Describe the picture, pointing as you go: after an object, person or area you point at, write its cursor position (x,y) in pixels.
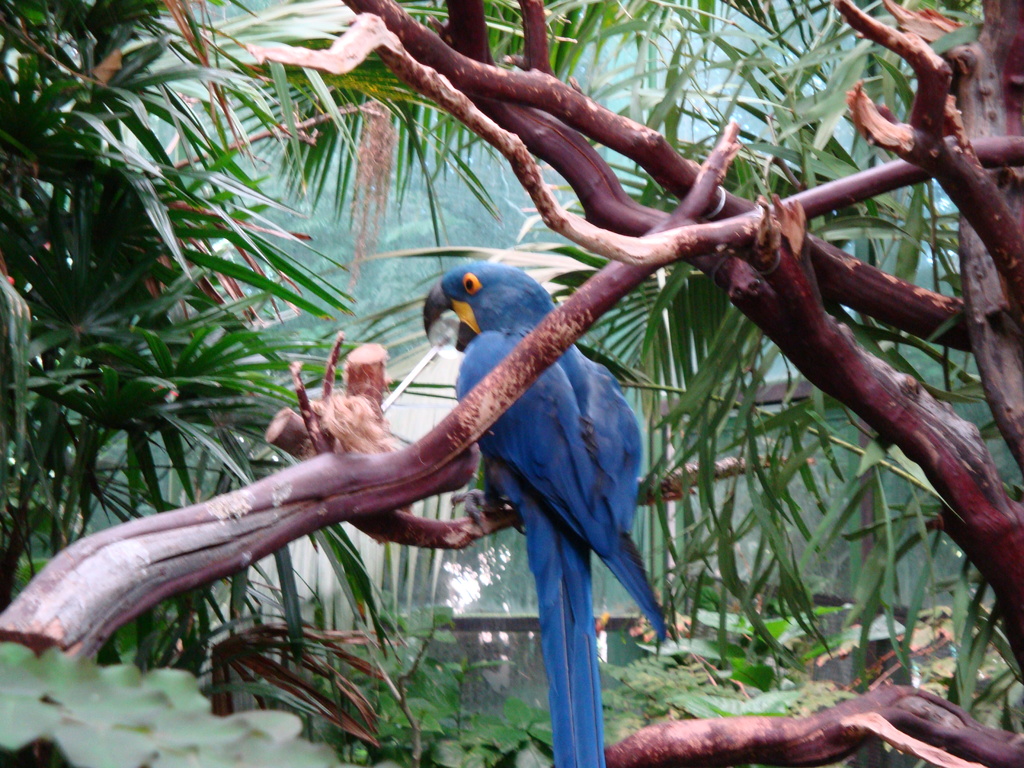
This picture might be taken from forest (550,737). In this image, in the middle (591,508), we can see a bird (587,534) which is standing on the tree stem (458,527). In the background (0,312), we can see some trees (1009,2).
